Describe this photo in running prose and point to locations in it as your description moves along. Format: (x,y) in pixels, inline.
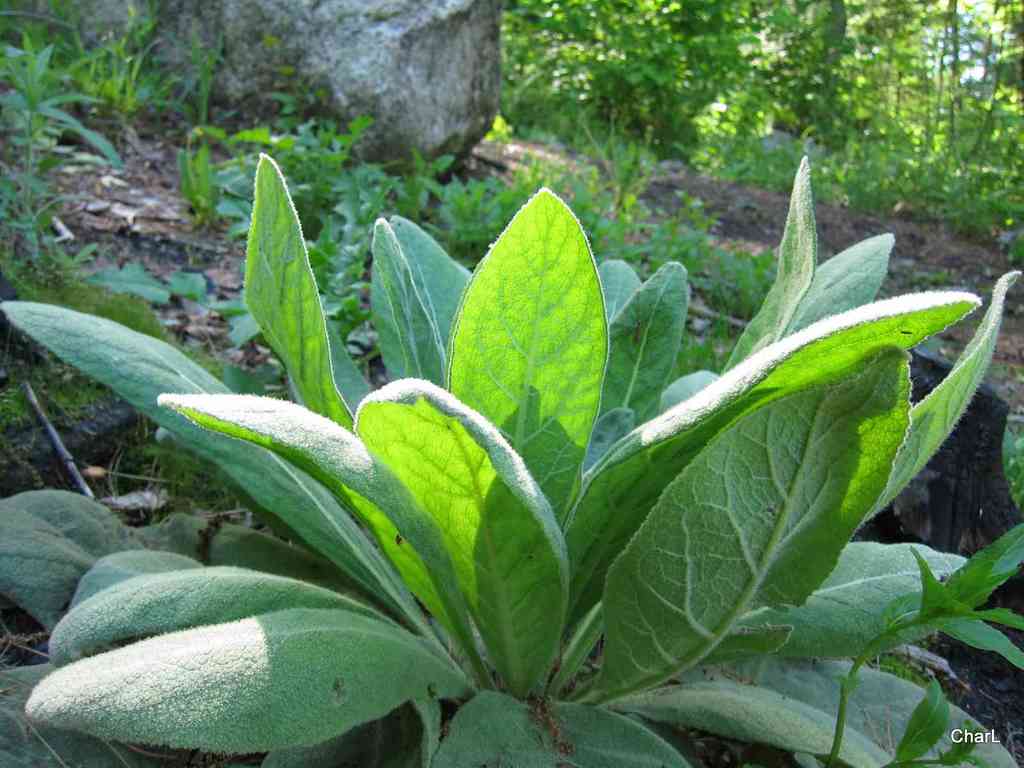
In this image there are some plants (556,546) in the bottom of this image (588,565) and there are some trees (698,49) on the top right side of this image (757,65) and there is a rock (326,19) on the top left side of this image (294,86).
